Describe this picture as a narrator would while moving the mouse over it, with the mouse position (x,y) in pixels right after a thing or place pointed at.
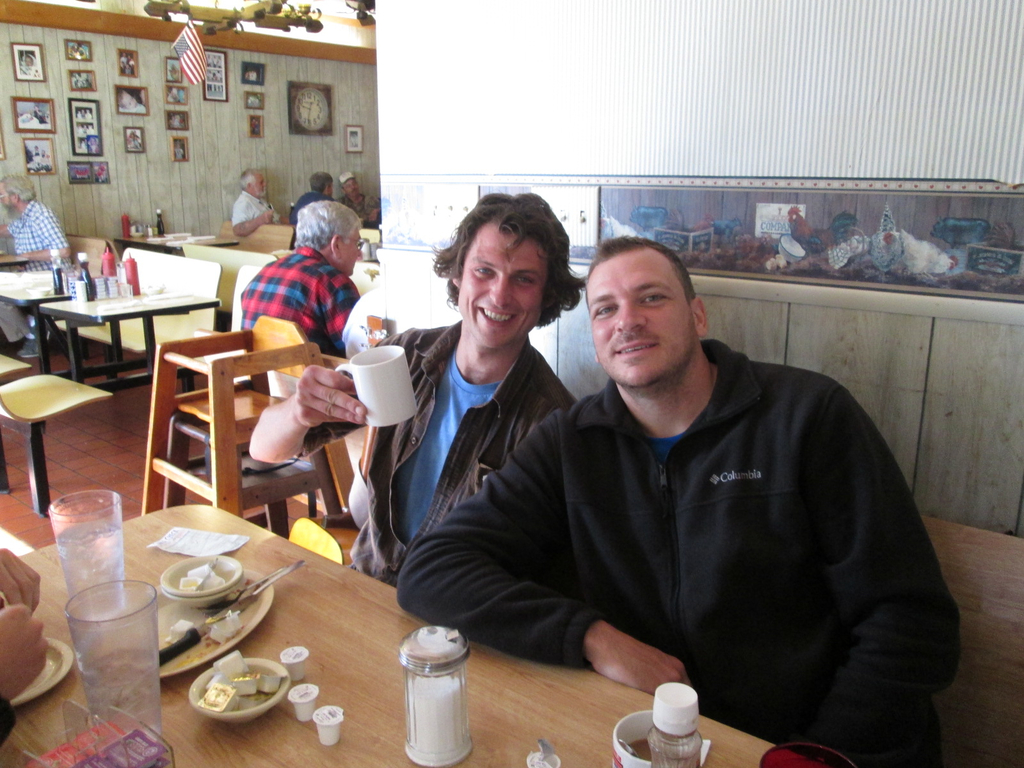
This picture describes about group of people (553,511) they are all seated on the chair (98,245), one man (485,388) is holding a cup (400,382) in his hand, in front of them we can find couple of glasses (92,589), bowls (248,711), bottles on the table (350,670), in the background (139,132) we can see few photo frames (89,104), flags (187,36) and a clock (300,92) on the wall (168,153).
